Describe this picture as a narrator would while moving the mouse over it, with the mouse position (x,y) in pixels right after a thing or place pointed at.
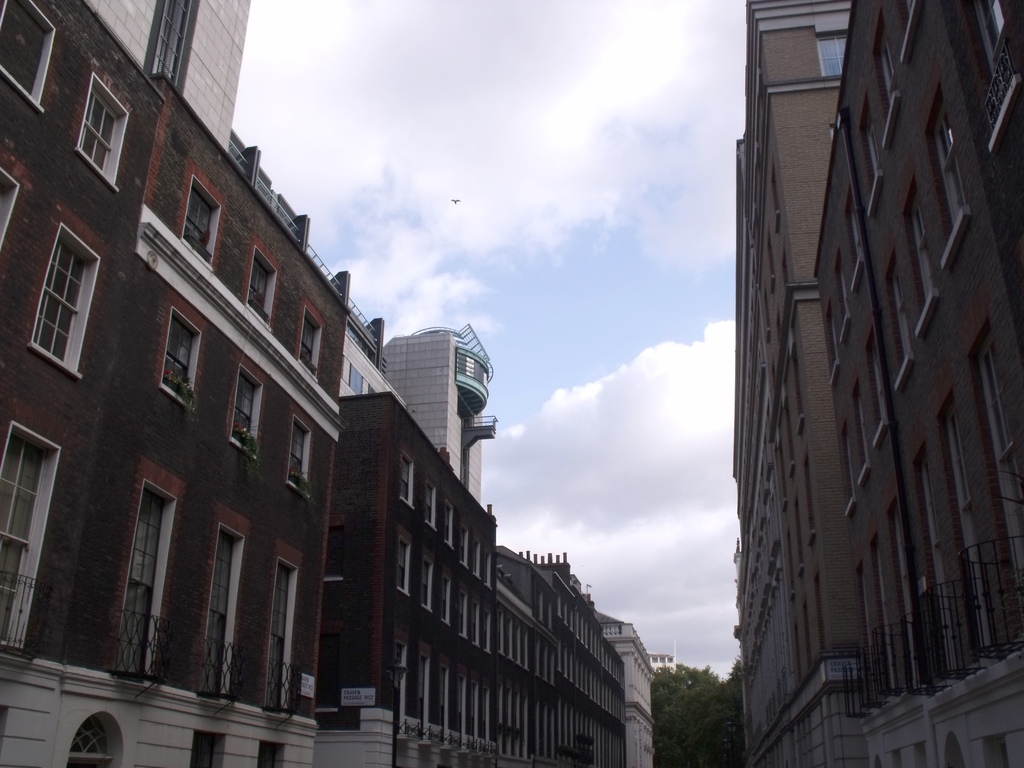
In this image I can see the buildings (505,670). These buildings (249,648) are in white and brown color. In the background (682,707) I can see many trees (673,698), clouds (565,206) and the sky (531,204).
